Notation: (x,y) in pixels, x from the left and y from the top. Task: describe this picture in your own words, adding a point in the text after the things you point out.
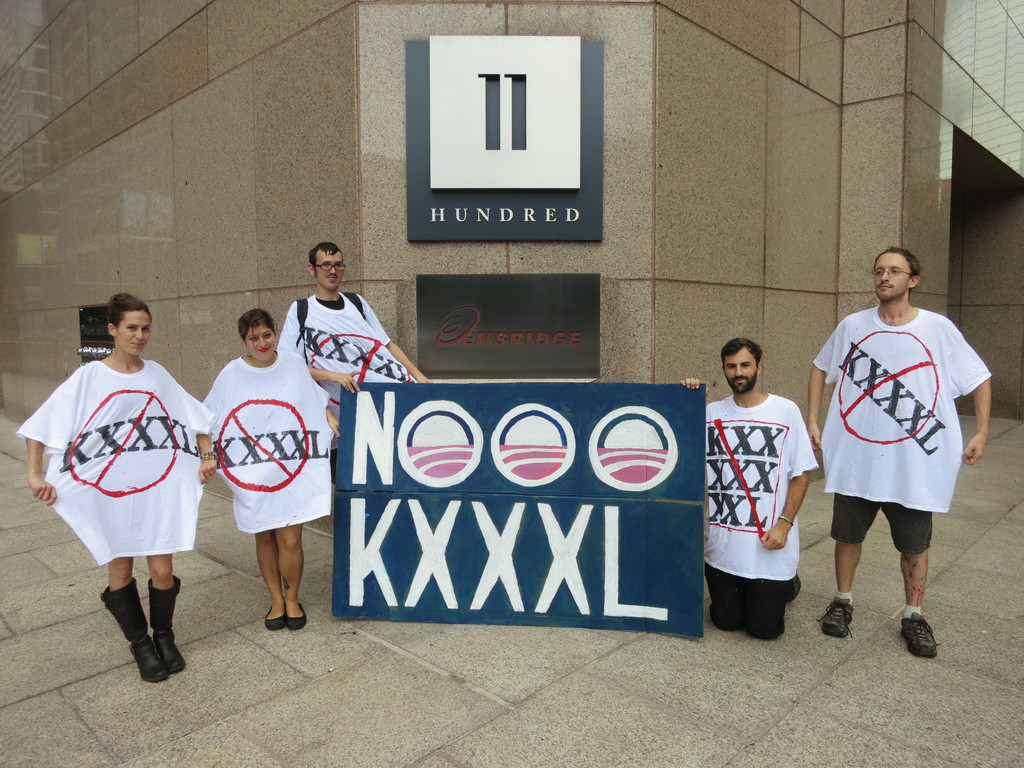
In this image I can see few people (321,409) standing and few are holding blue color board (558,441). They are wearing white and black color dresses (868,434). Back I can see a building (739,117) and boards (500,105) are attached to the wall (702,134).
